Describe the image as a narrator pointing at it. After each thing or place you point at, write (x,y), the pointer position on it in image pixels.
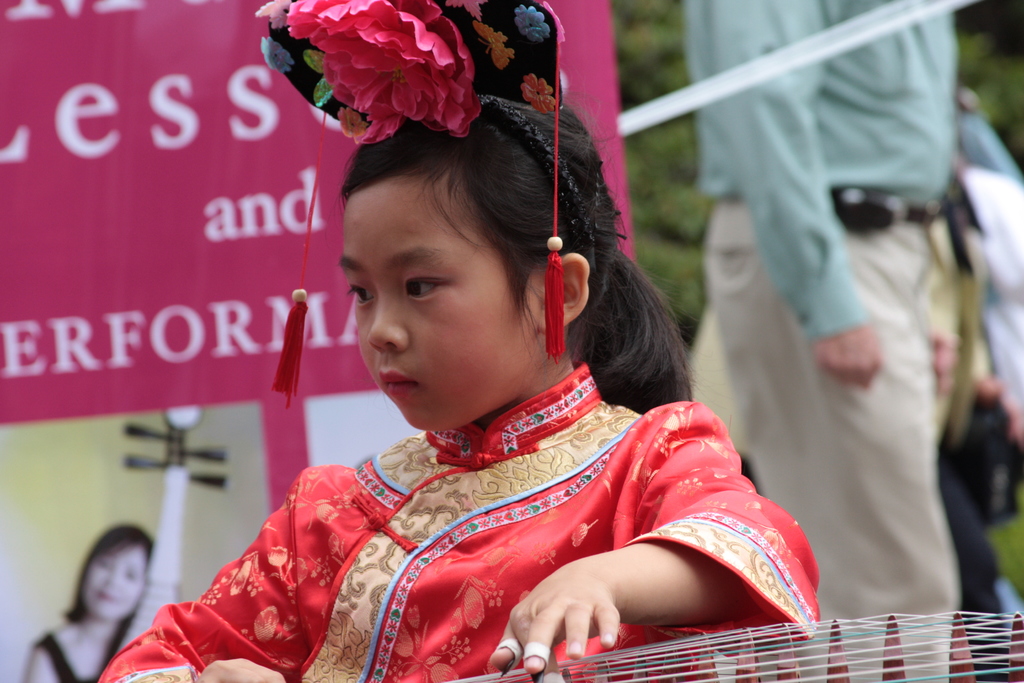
In this image there is a girl (511,490) playing musical instrument (683,664), in the background (765,445) there is a man (779,355) standing and there is a banner (52,518), on that banner (52,518) there is some text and a photo (201,484) and it is blurred.
